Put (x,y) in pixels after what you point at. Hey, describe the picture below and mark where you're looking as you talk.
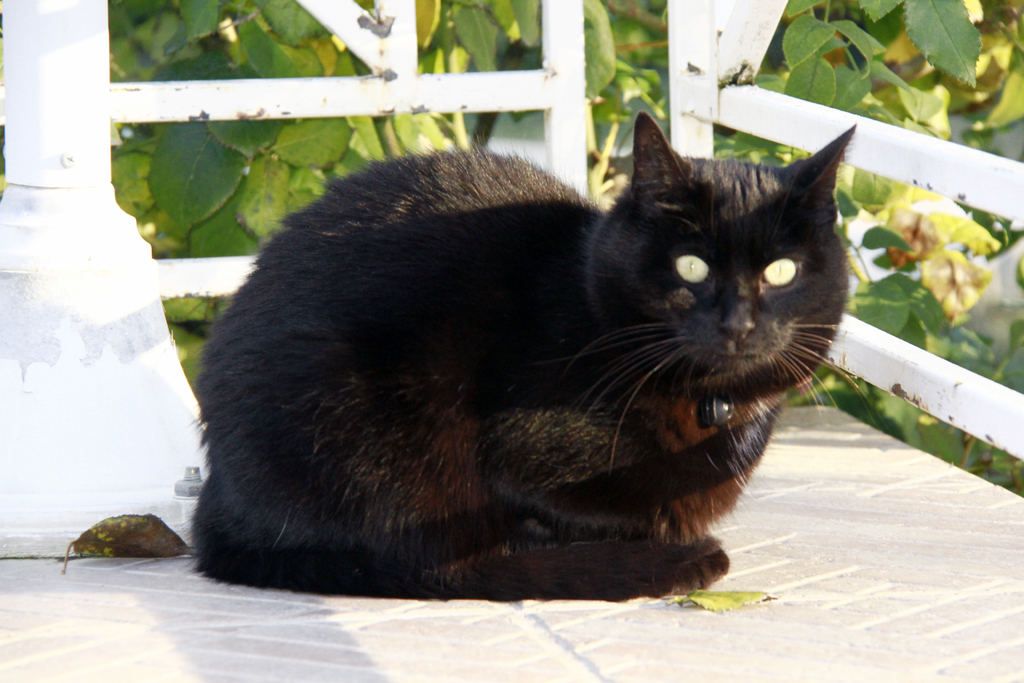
In the foreground of this picture (498,436) we can see a cat (517,382) sitting on the ground (665,611) and we can see an object (186,496) is placed on the ground (161,567) and we can see the leaves (143,550) are lying on the ground (500,643). In the left corner (78,97) we can see the pillar (60,153). In the background (689,88) we can see the fence (276,108) and the plants like objects (884,232).
